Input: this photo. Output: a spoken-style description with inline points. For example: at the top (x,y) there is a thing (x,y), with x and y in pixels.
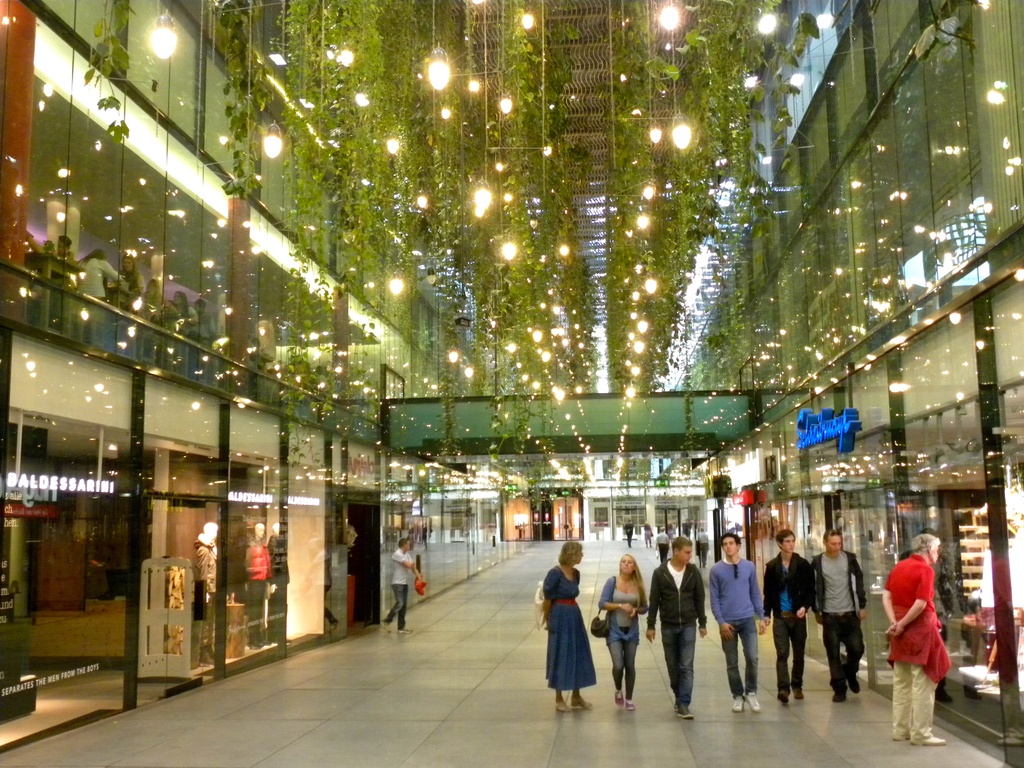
In the picture we can see a shopping mall building (438,278) with glasses (274,192) and between the buildings (281,390) we can see a path (469,701) with some people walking and some are standing near the shops (87,433) and to the ceiling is decorated with plants (304,130) and lights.
